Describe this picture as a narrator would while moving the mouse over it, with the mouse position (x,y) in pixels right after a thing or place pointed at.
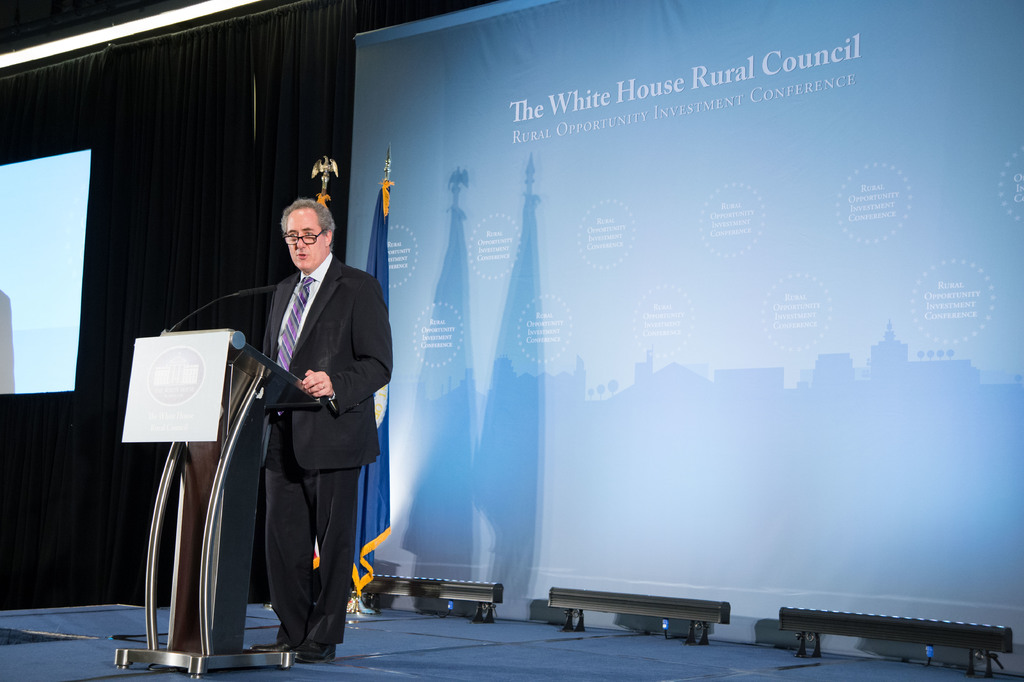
In this image we can see a person (280,345) standing in front of the podium (246,417), on the podium (251,399), we can see a mic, in the background (147,204), we can see the curtain (120,196) and the screen (591,405), also we can see the flags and some objects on the stage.
